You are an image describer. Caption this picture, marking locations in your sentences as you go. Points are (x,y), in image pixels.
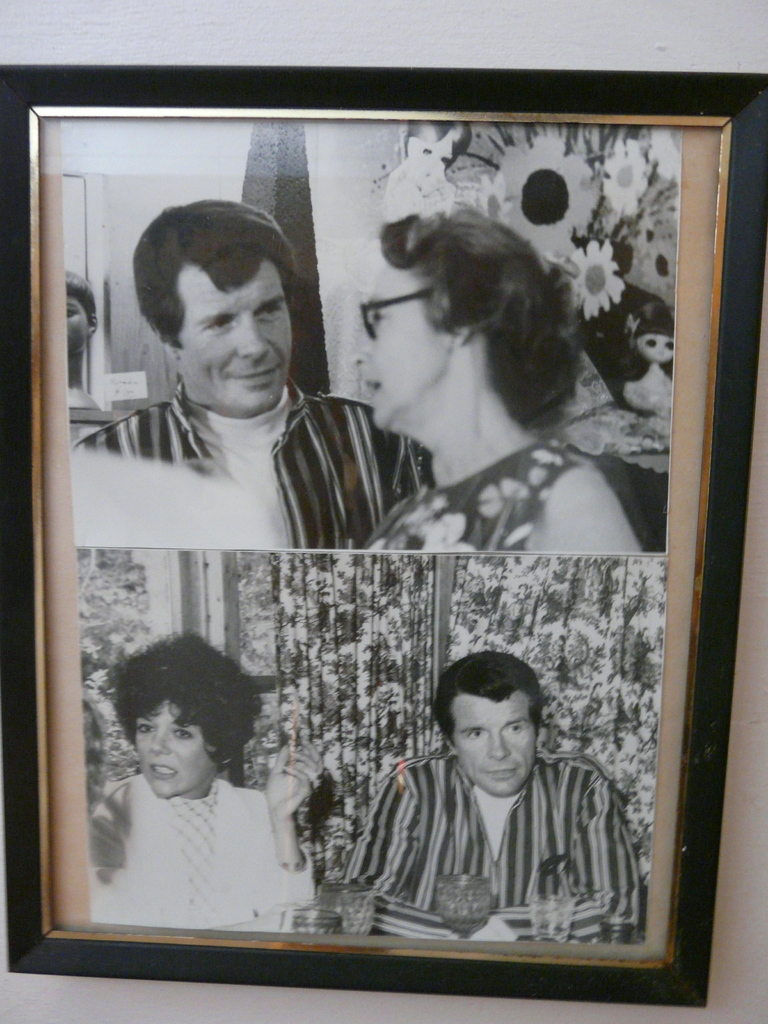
In this image there is a photo frame (346,80) with black borders (703,104). In the photo frame (707,93) there are two photographs (413,626) of a man (537,722) and a woman (527,409).
